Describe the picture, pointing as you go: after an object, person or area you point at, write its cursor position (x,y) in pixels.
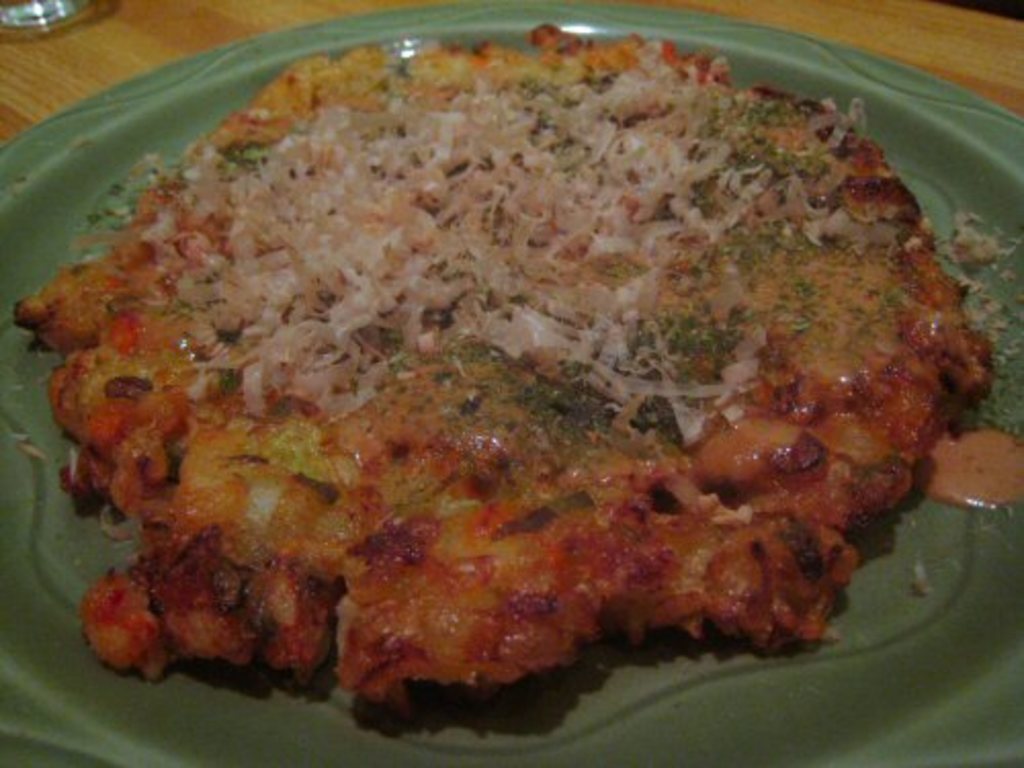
In this picture I can see food (392,239) in the plate (2,230) and a table (743,15) in the background (115,26).
